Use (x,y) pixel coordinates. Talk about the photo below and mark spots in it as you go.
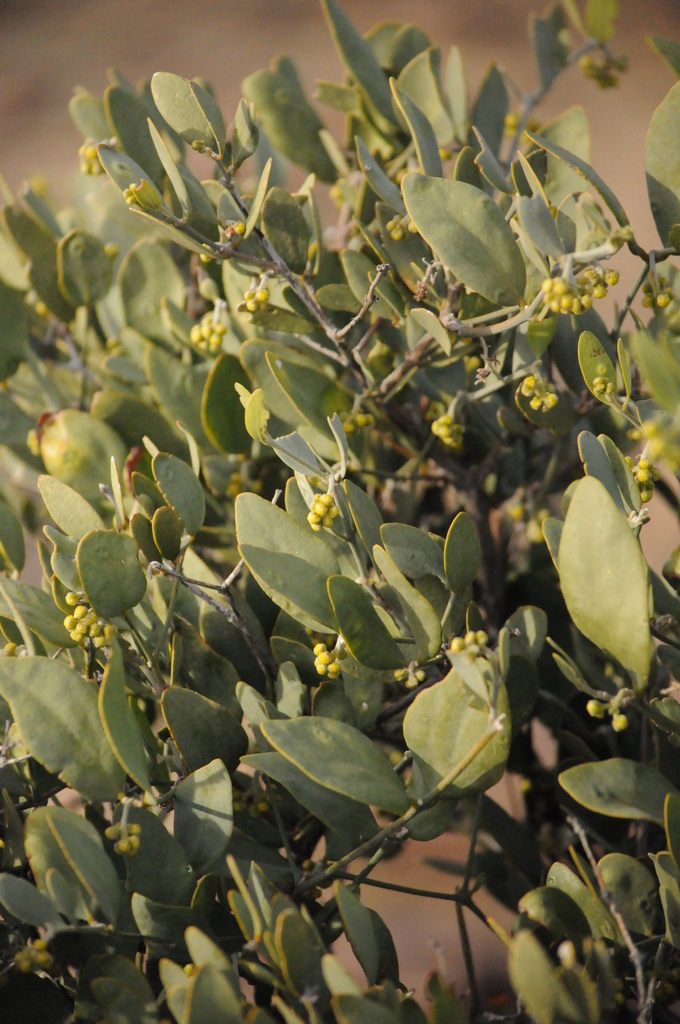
In this picture I can see plants (403,211), and there is blur background (251,21).
